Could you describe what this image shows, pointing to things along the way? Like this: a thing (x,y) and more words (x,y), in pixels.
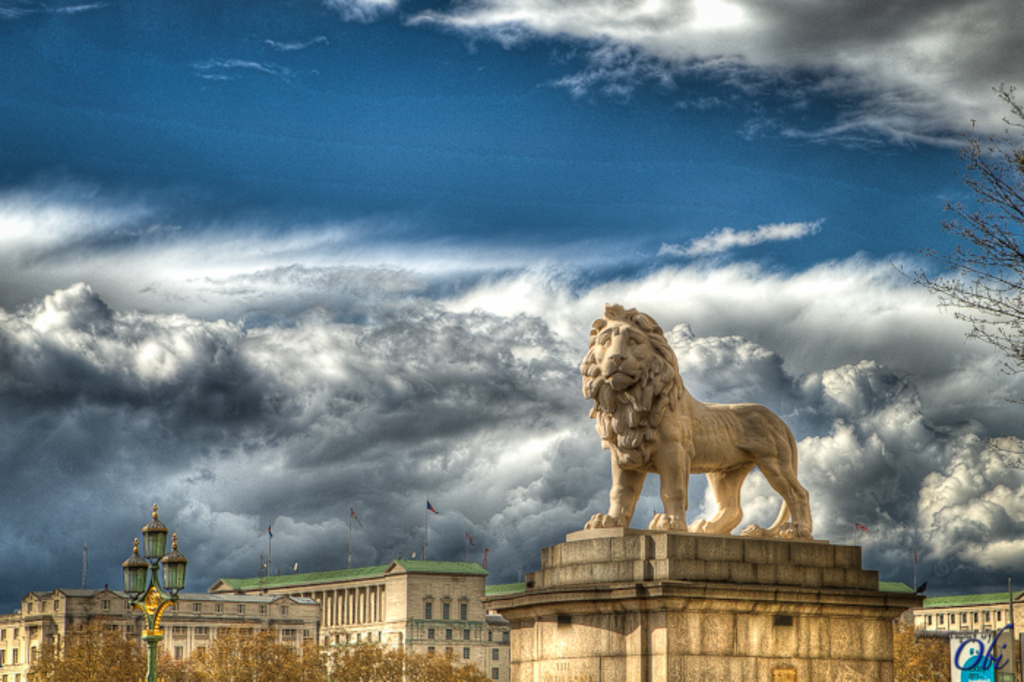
In this picture we can see a lion statue (639,446) on the pedestal (605,541) and on the left side of the statue (649,449) there is a pole (153,654) with lights (159,557) and behind the statue (733,443) there are trees (246,641), buildings (341,610) and a cloudy sky (383,408).
